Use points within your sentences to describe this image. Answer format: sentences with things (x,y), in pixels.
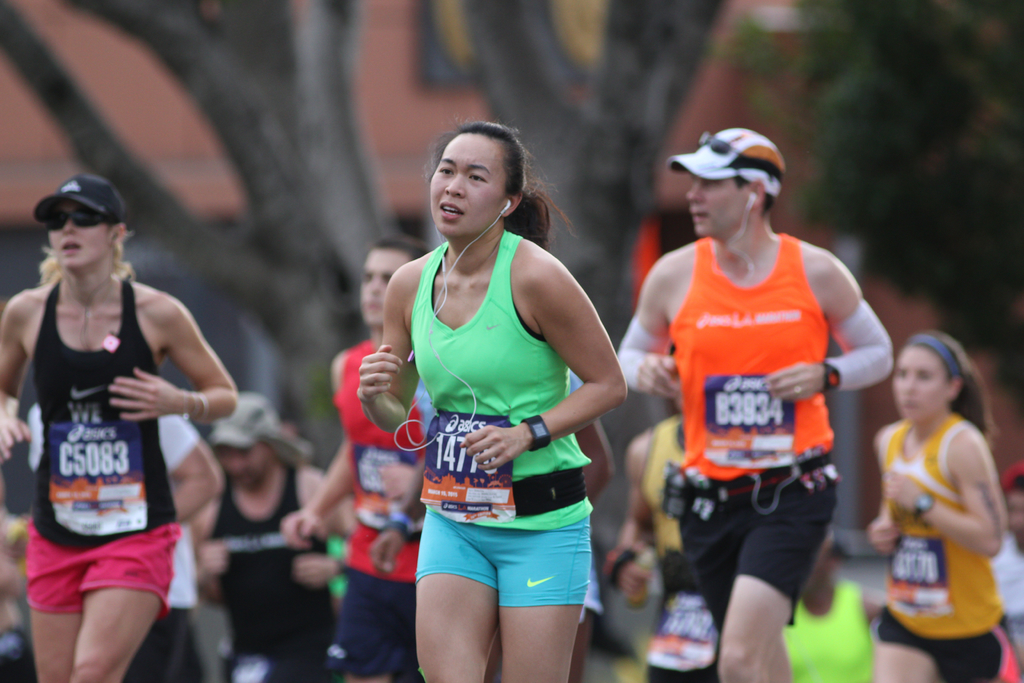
In this picture we can see some people (717,418) running, in the background (867,443) there are trees (821,113) and a building (445,84), these two persons (101,335) wore caps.
